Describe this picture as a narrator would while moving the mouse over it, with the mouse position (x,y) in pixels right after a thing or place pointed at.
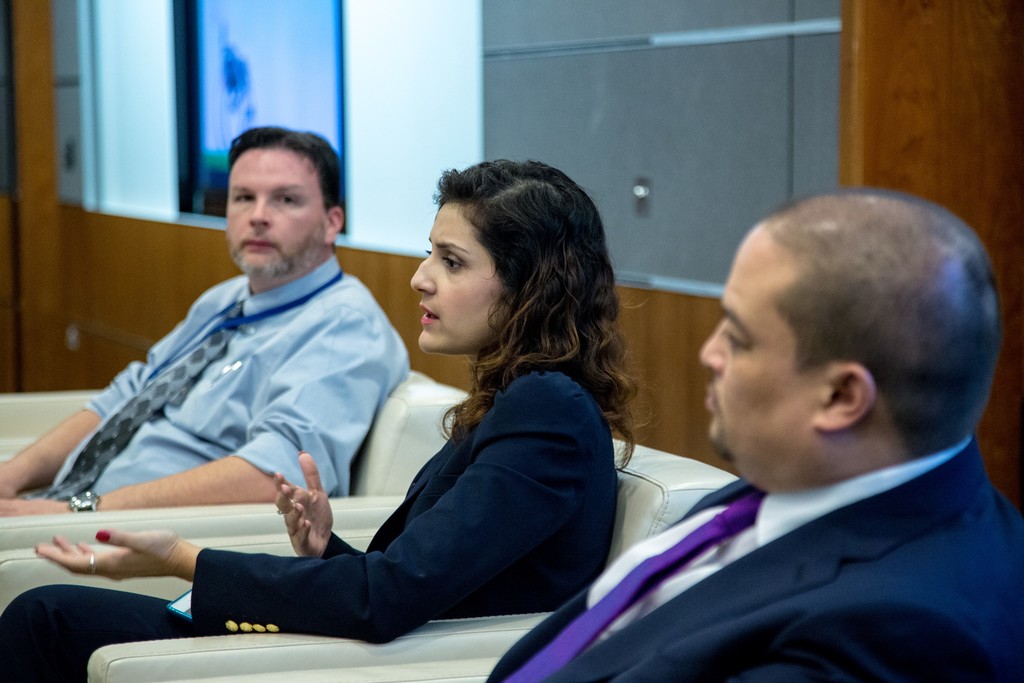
In this image I can see three people (208,586). These people (214,558) are wearing the different color dresses (214,558). In the back (658,314) I can see the brown color wall (120,219) and there is a screen (213,108) and some object (142,103) to the wall (986,217).
